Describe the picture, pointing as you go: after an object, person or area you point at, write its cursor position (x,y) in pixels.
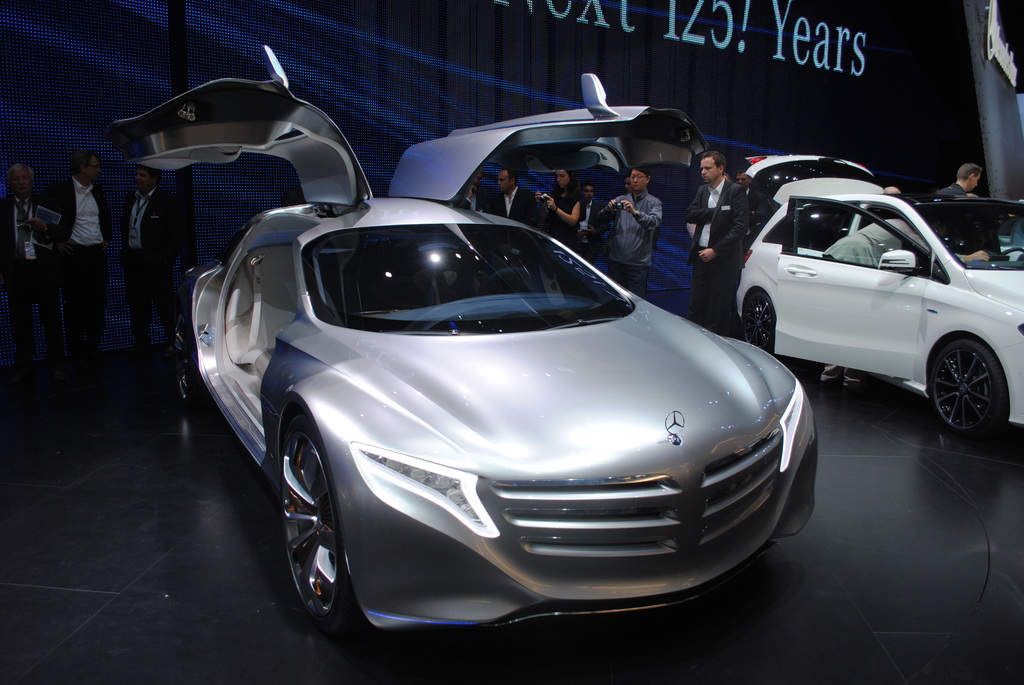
In the background (76,208) we can see people (25,193) standing and few (646,219) are holding gadgets (619,209) and taking snap. We can see cars (1012,295) on the floor (186,573). At the top (843,64) there is something written.
